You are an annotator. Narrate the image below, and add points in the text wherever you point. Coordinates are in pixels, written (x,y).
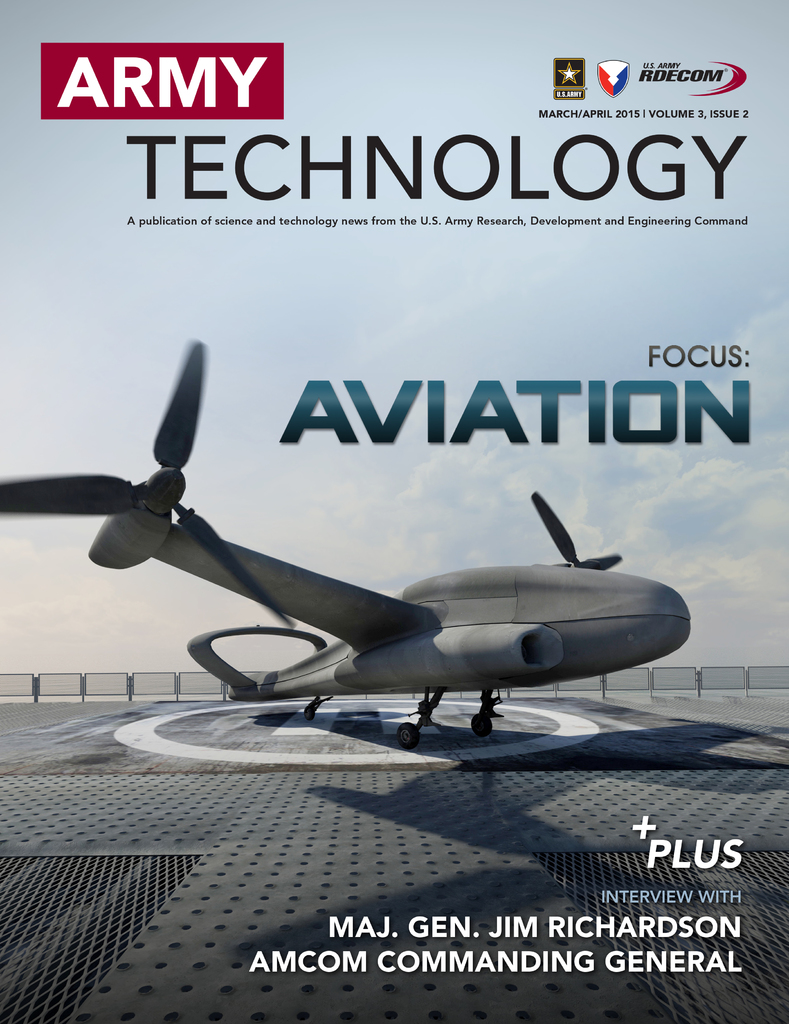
This is a poster in this image in the center (475,598) there is airplane (525,638) and at the bottom (700,958) and top of the image (527,150) there is some text (603,433), and in the background (447,494) there is sky (665,488) and in the center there is a railing (148,683). At the bottom (403,855) there is floor (284,836).
